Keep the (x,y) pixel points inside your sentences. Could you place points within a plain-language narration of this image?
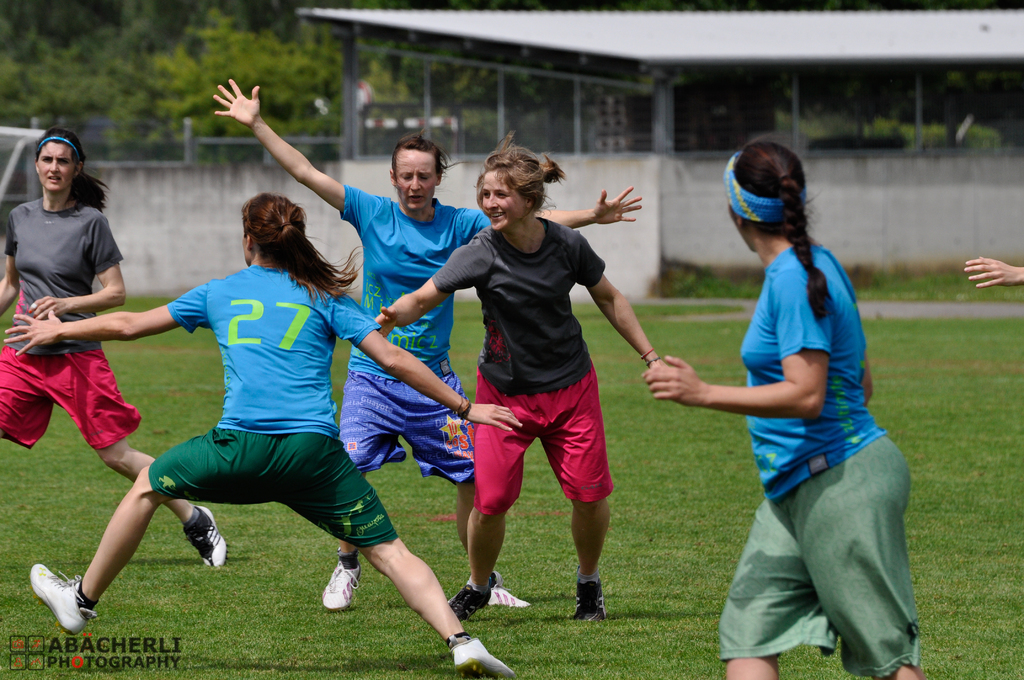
In this picture we can see a group of women (41,310) where some are running on the ground (710,459), wall (225,218), grass (922,324), shelter (349,137) and in the background (210,43) we can see trees (134,80).
